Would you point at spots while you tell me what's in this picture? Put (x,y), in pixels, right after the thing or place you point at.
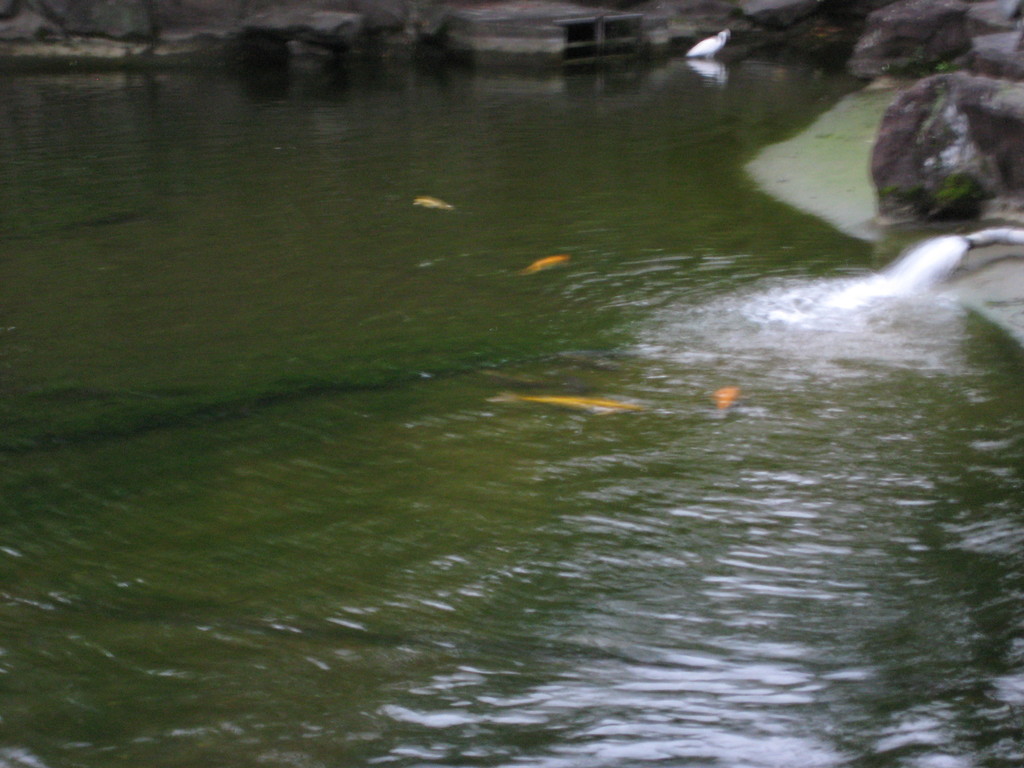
In this picture we can see fishes (517,404) and a bird (716,40) in water (573,340) and in the background (892,186) we can see rocks (925,99), pipe (1010,232).
